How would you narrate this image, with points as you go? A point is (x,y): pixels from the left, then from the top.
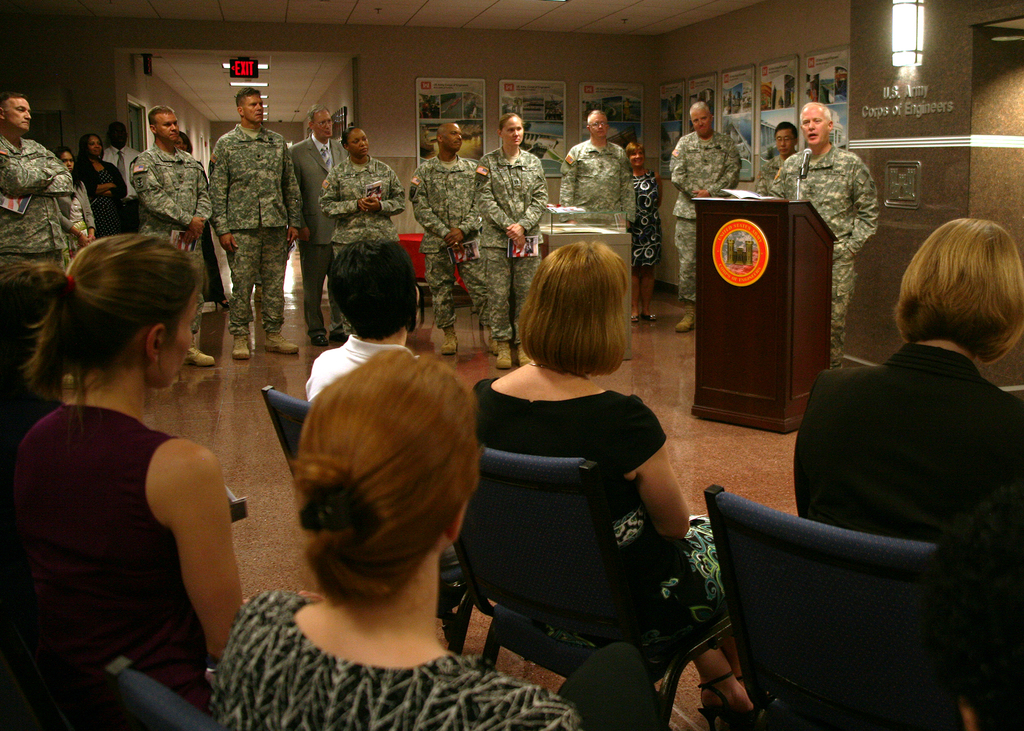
In this image at the bottom (196,490) there are some people (488,391) who are sitting on chairs (747,605), and in the background (618,173) there are a group of people (431,166) who are standing and one person (819,196) is talking. In front of him there is one podium (770,230), in the background (739,76) there are some photo frames (832,90). On the wall (937,99) and also we could see some lights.
